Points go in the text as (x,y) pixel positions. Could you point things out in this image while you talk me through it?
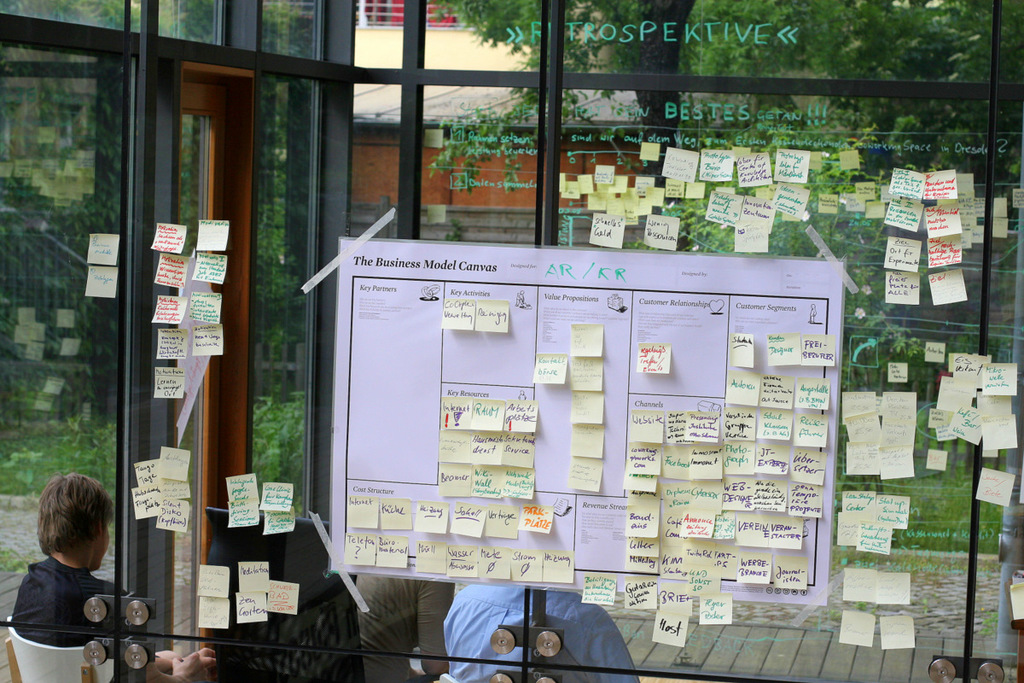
In this image we can see group of papers (642,452) with some text (663,437) on it are pasted on the glass (270,256). In the background (599,661), we can see a group of people (90,559) sitting and group of trees (577,60).
